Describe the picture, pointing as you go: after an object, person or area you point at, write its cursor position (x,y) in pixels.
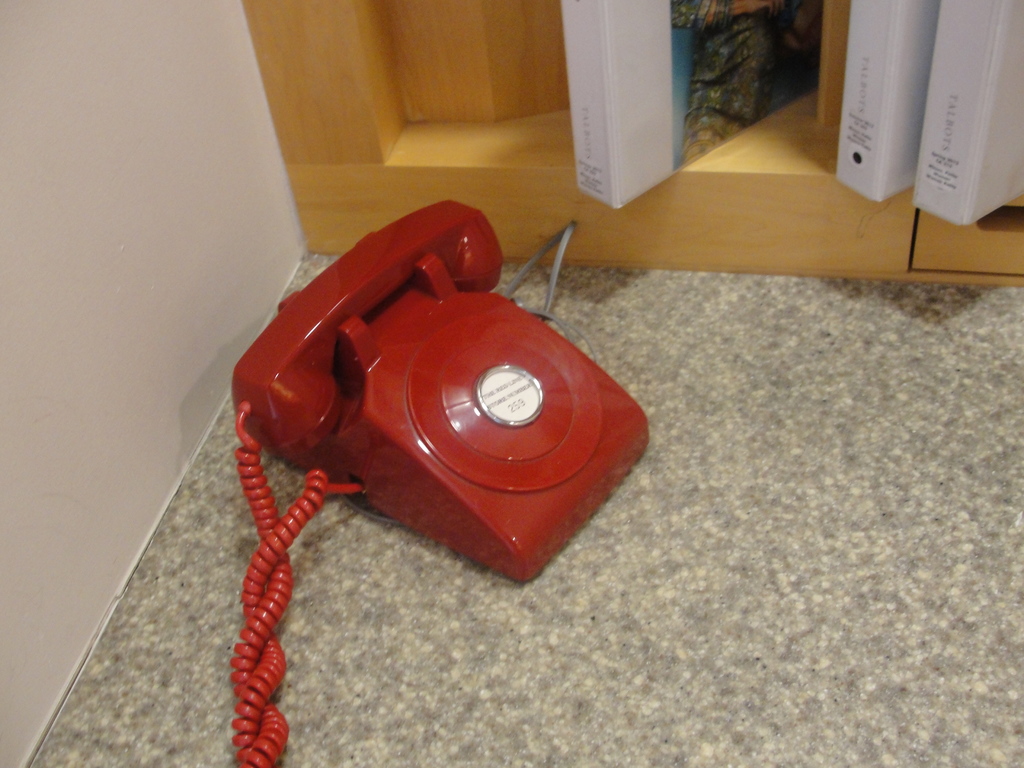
In the center of the image (553,388) we can see telephone (428,341), wires (511,284). At the top of the image (453,67) we can see rack (516,89), books (613,143). On the left side of the image (121,287) there is a wall (87,333). At the bottom of the image (639,715) we can see the floor (703,657).
